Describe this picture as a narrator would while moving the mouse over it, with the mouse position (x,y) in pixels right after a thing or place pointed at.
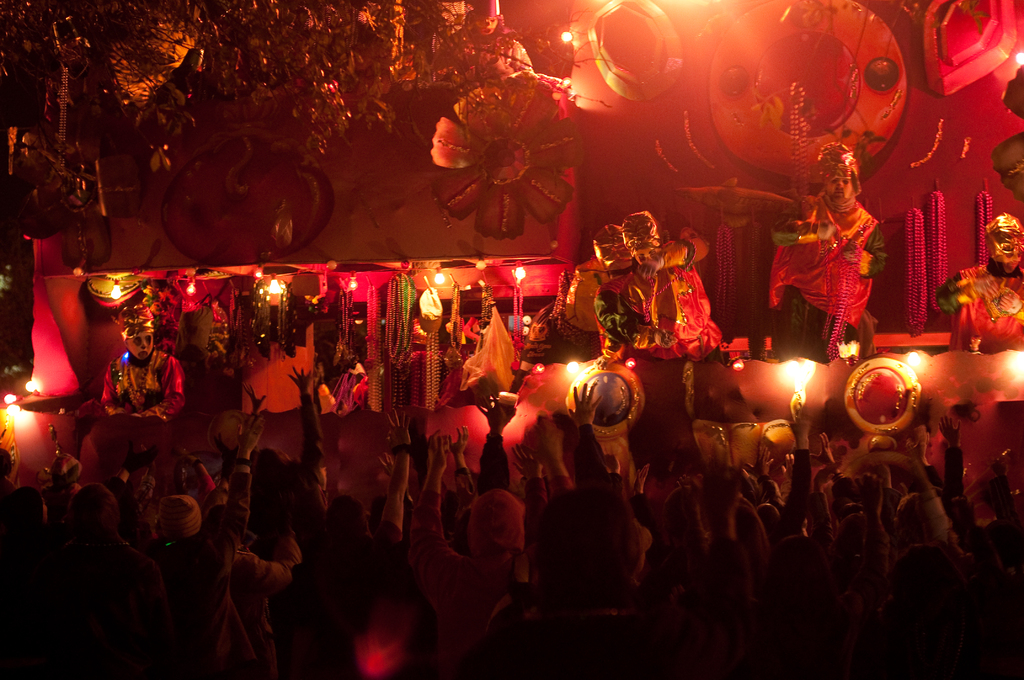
In this image we can see group of people (820,555) are standing, there are sculptures (834,344), at above there are lights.
